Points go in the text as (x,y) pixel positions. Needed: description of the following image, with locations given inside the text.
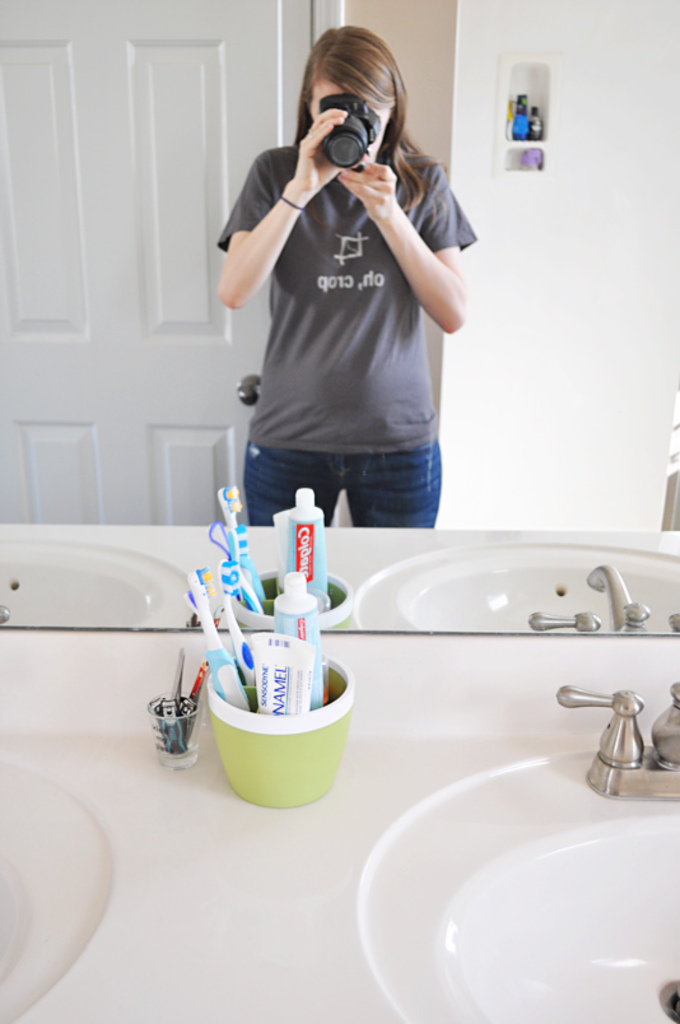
In this picture there is a girl (307,260) in the center of the image (416,476) in front of a mirror (413,147) she is taking a photo and there is a door (182,250) behind her and there is a sanitary equipment (547,769) at the bottom side of the image (283,693) and there are toothbrushes (245,669) and paste (321,702) in the image.
